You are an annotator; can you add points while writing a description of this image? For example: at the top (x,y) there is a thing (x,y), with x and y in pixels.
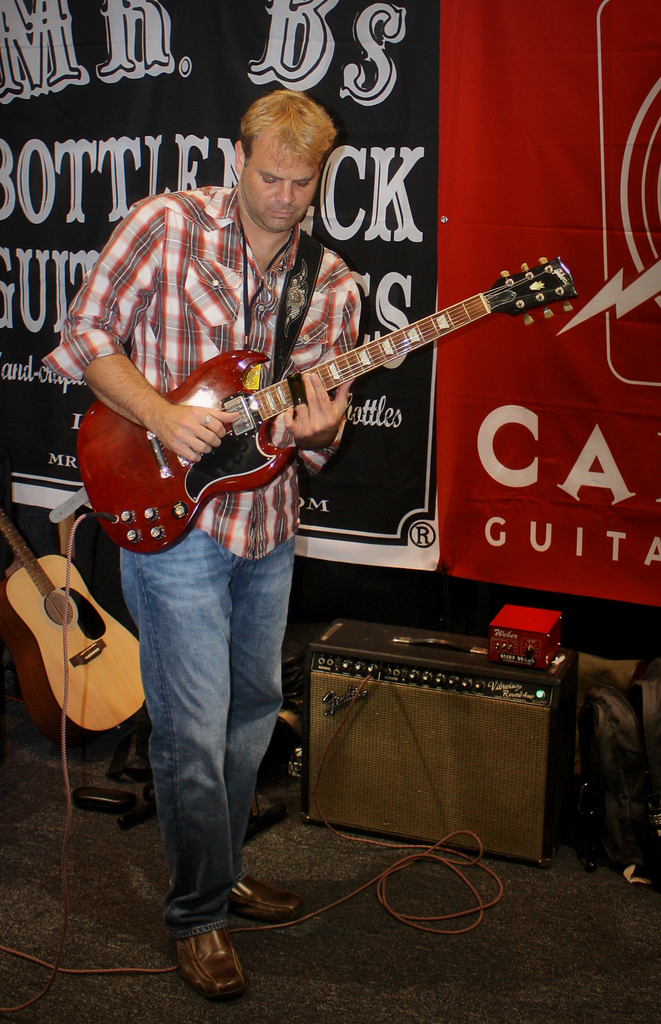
This is the man (263,625) standing and playing guitar (260,398). This looks like a speaker (453,740). I can see red object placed here. This is another guitar (49,667). These are the banners (347,72) with letters (165,38) on it.
